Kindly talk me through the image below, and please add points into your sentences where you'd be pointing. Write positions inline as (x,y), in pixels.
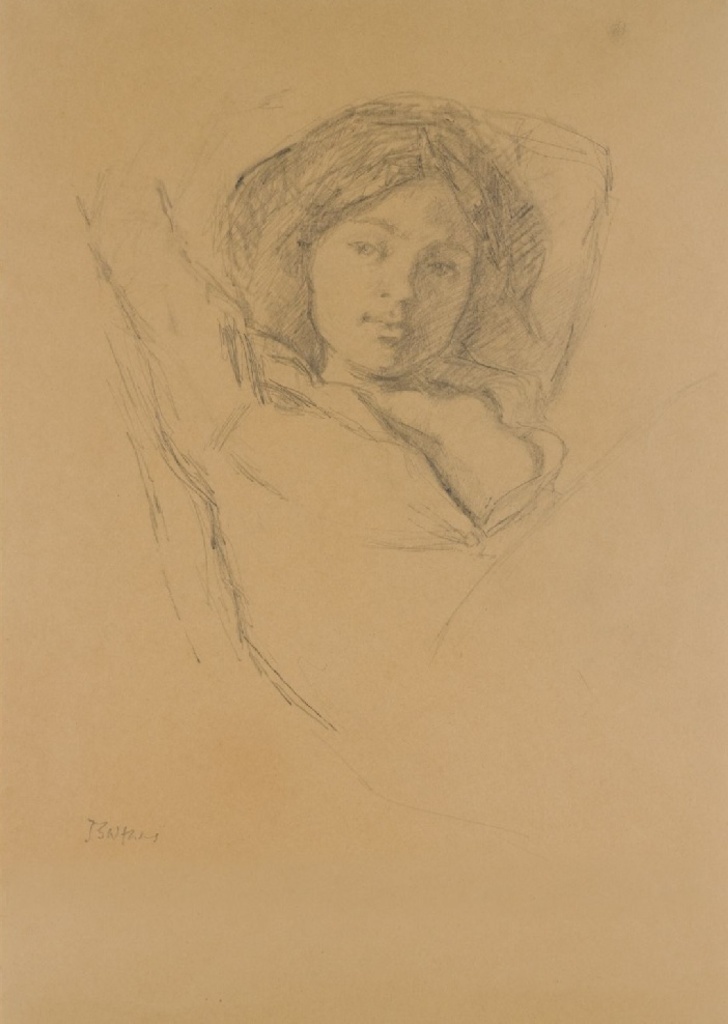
A pencil sketch of a woman (371,428).
